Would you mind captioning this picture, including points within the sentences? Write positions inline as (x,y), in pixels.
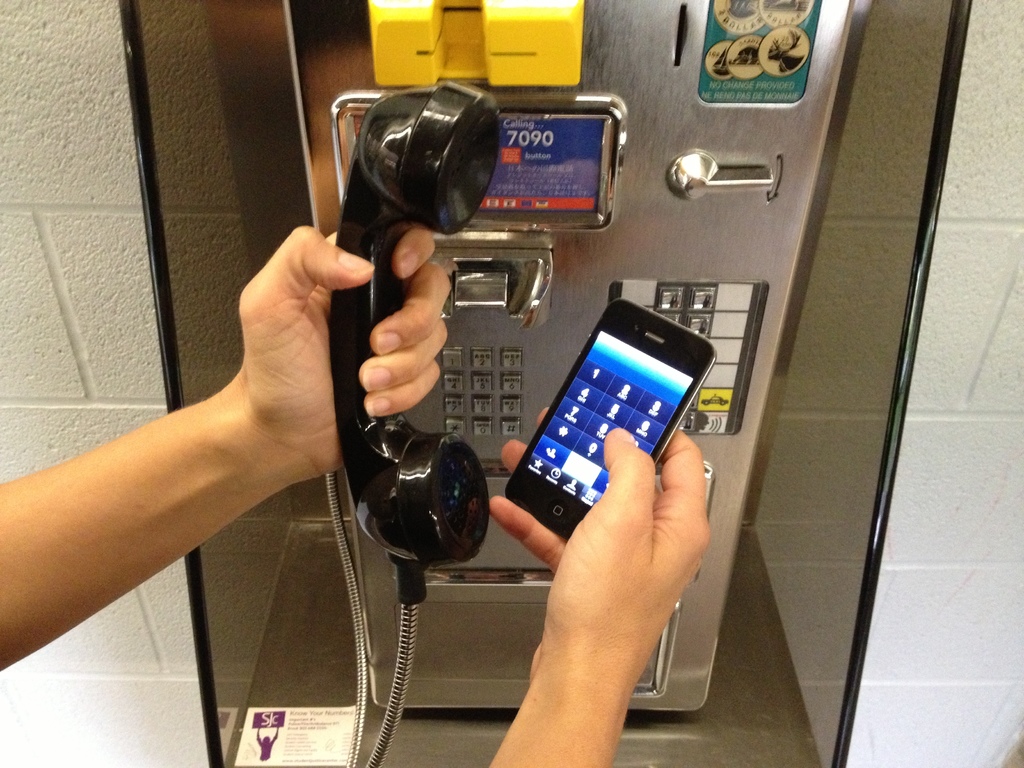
In this picture I can observe a telephone (409,427) and a mobile (567,446) in the hands (265,386) of the human (567,720). In the background (99,228) I can observe a wall (962,289).
